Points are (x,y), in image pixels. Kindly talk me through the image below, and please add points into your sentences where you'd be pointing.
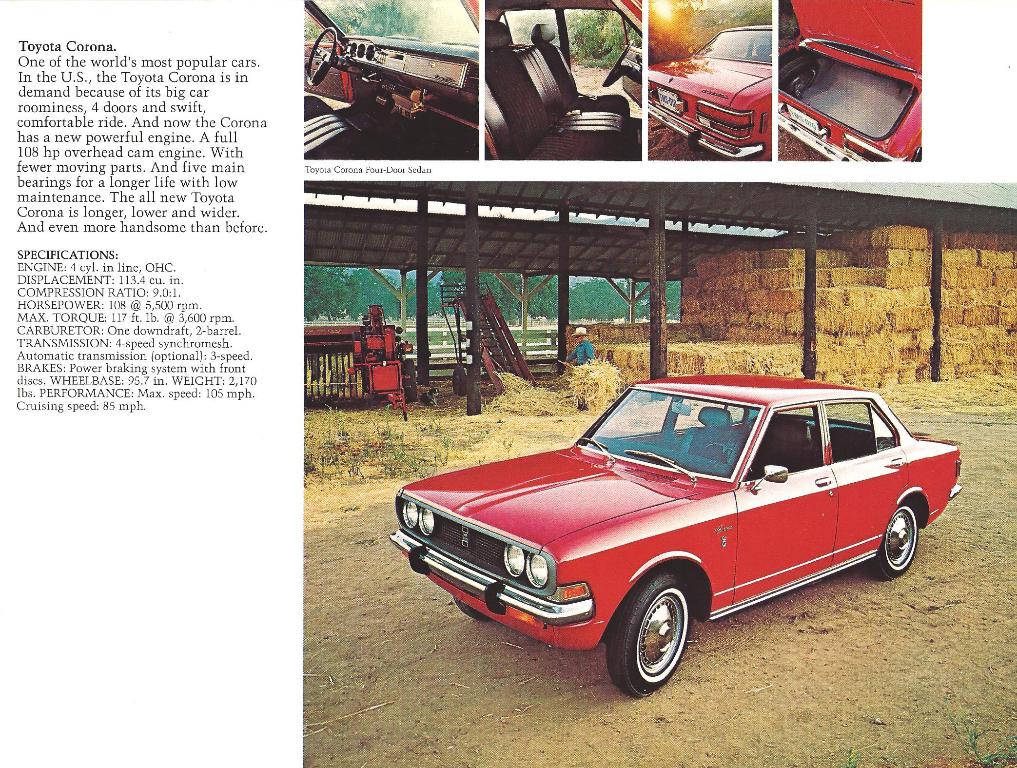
This is a collage picture and in this picture we can see a car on the ground (507,427), steering wheel (310,77), seats (313,127), trees (590,37) and a person (579,335) standing and on left side of the image (138,132) we can see some text (107,372).
